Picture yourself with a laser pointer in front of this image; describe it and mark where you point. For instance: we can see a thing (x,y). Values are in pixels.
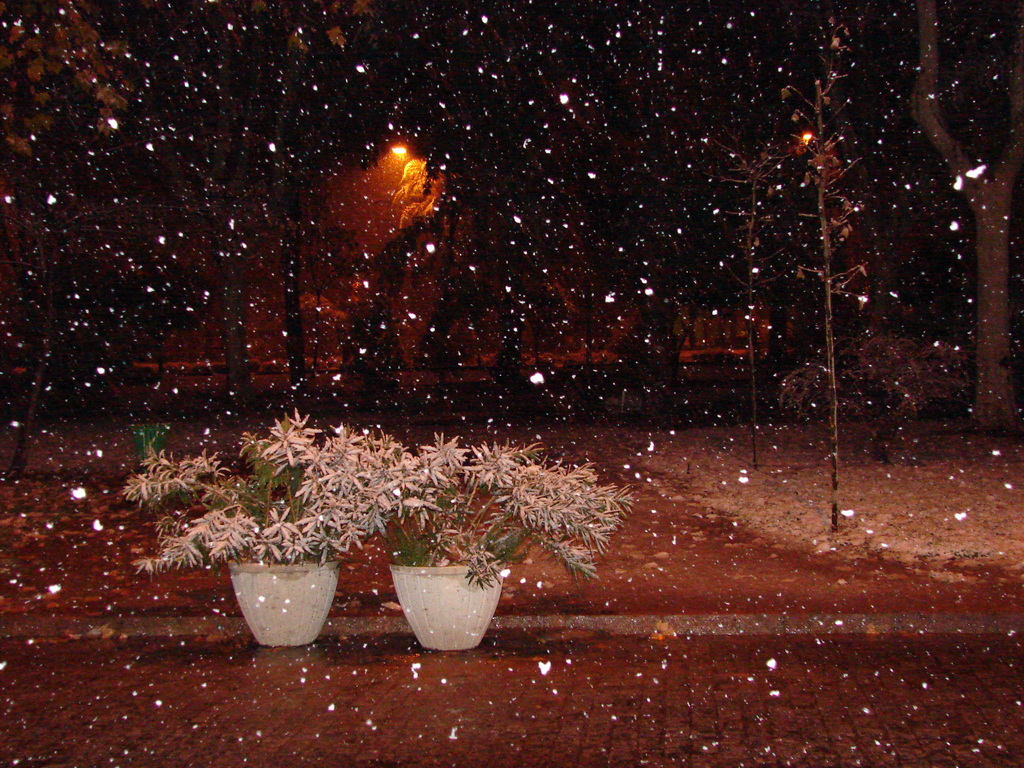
At the bottom of the picture (384,538) there are two plants (286,563) in flower pots (294,571). It is snowing in the picture. In the background (699,235) there are trees (551,188), poles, snow (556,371) and a street light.
